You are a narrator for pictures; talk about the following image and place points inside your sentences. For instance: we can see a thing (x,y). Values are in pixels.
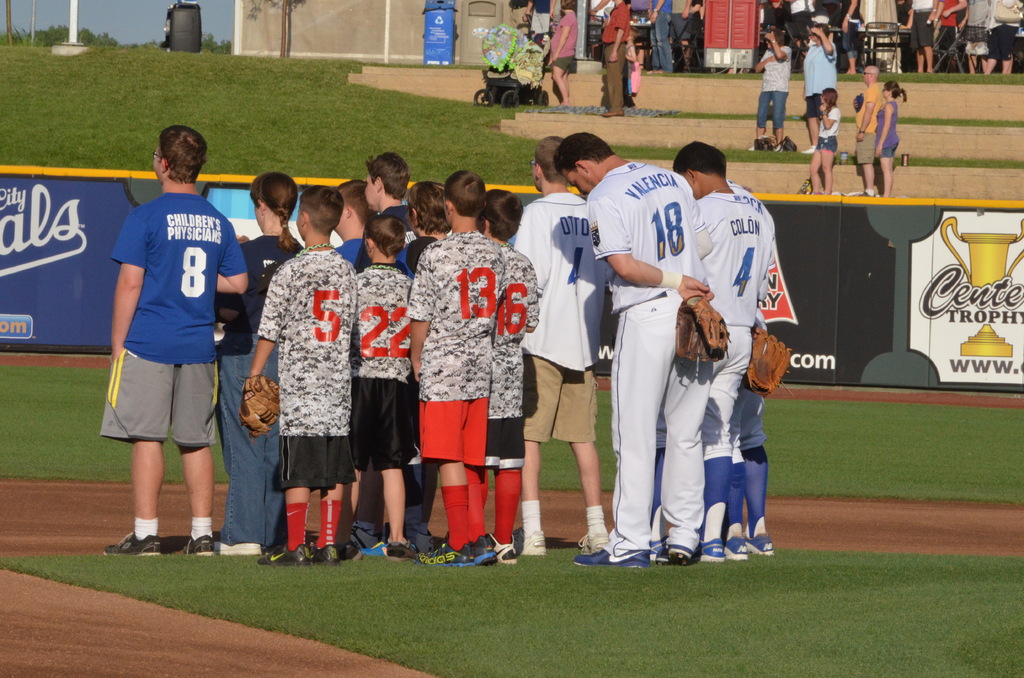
There are group of people (452,406) standing and this kid (345,401) wore glove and this person (708,365) holding a glove (680,338) and we can see grass (603,444) and hoarding (863,289). In the background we can see people (805,14), bin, wall (378,23), grass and sky (205,26).
